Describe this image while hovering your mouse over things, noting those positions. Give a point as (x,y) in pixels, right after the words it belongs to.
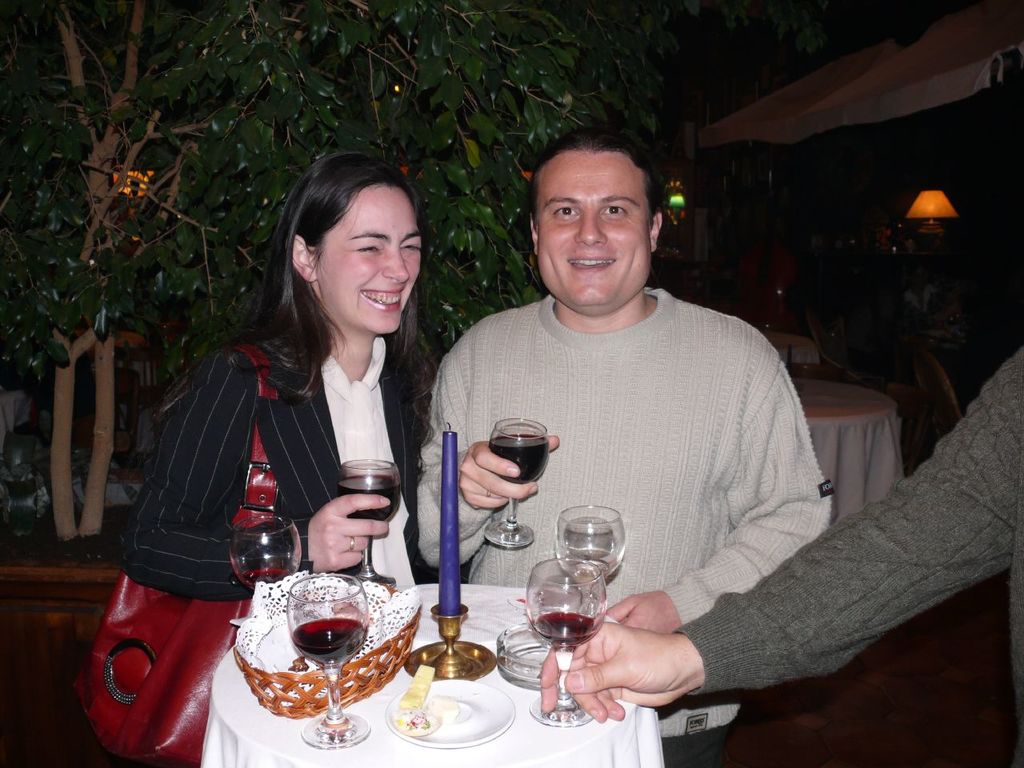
In this picture there are two persons (436,375), one woman (403,231) and a man (439,549) standing besides a table (529,693). On the table (376,730) there are glasses (561,645), plates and candles (449,559) etc. Man (463,555) is wearing a grey sweater (668,469) and woman (412,497) is wearing a black jacket (299,444), both of them are holding glasses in the hands (319,552). Towards the right corner (940,554) there is a man (930,571) wearing a grey sweater (931,466). In the background (493,177) there tables (847,395), chairs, tent (857,112) and some trees (185,280).
